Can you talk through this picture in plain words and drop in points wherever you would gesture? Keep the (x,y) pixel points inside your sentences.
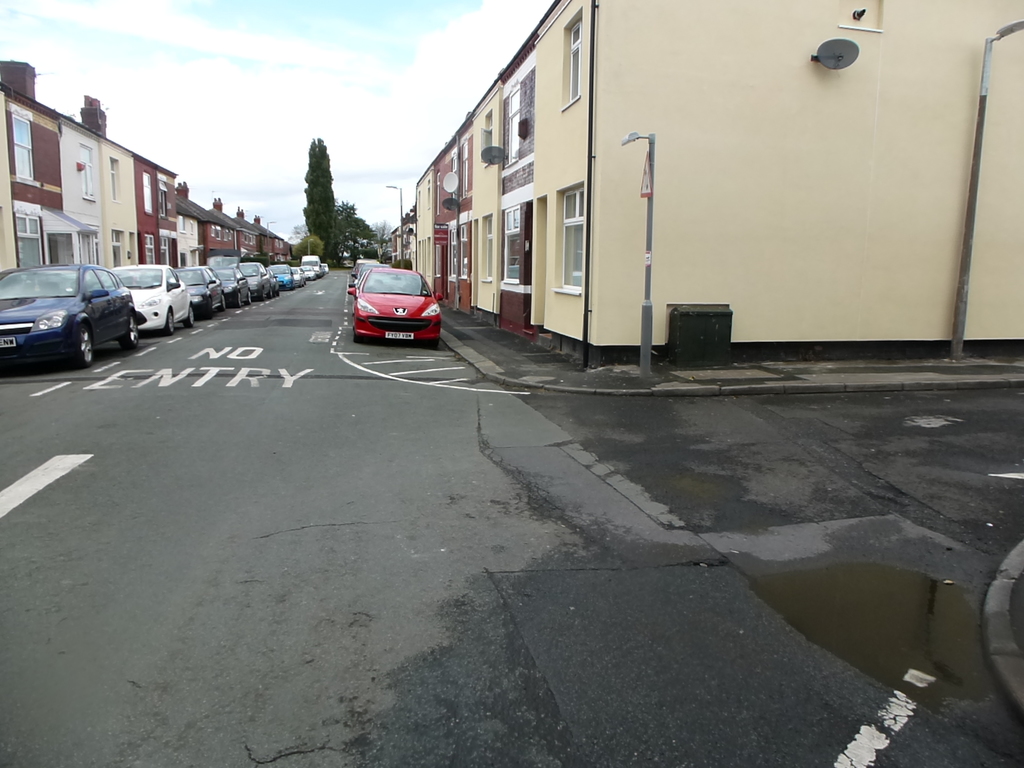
In the picture I can see vehicles (355,301) on the road (213,463). I can also see white lines (356,365) and something written on the road (172,491). In the background (327,217) I can see buildings (497,212), trees (325,260), the sky (304,64) and some other objects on the ground (461,321).
